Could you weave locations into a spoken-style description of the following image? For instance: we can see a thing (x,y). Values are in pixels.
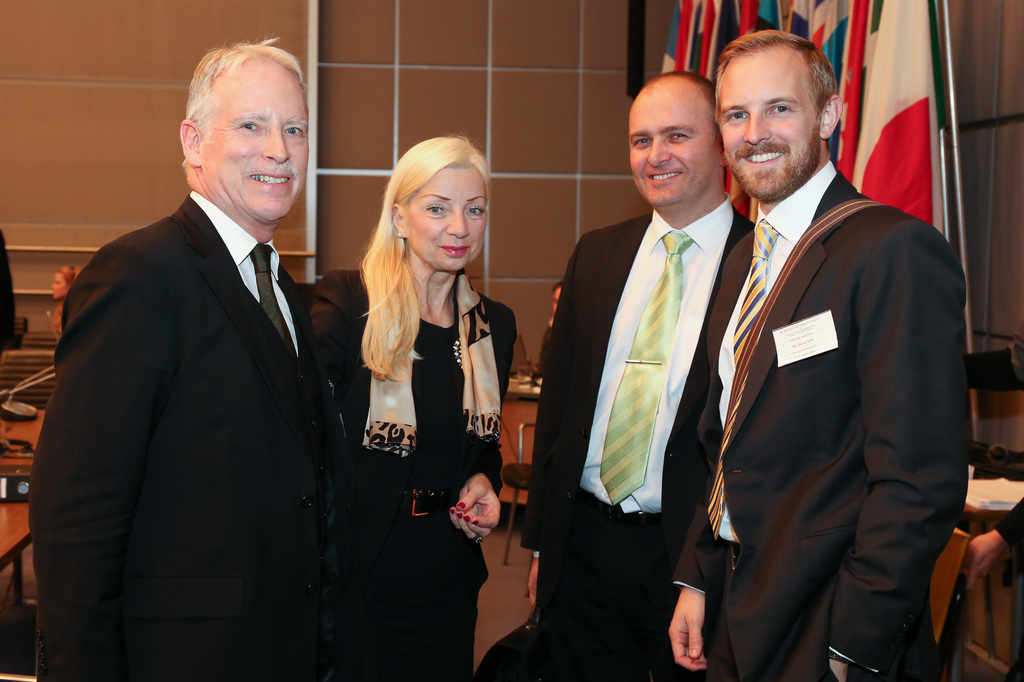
In the image we can see there are three men (563,330) and a woman (513,325) standing. They are wearing clothes (455,384). This is a flag (878,73), chair (505,474), floor (506,529), table (7,534) and the wall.
